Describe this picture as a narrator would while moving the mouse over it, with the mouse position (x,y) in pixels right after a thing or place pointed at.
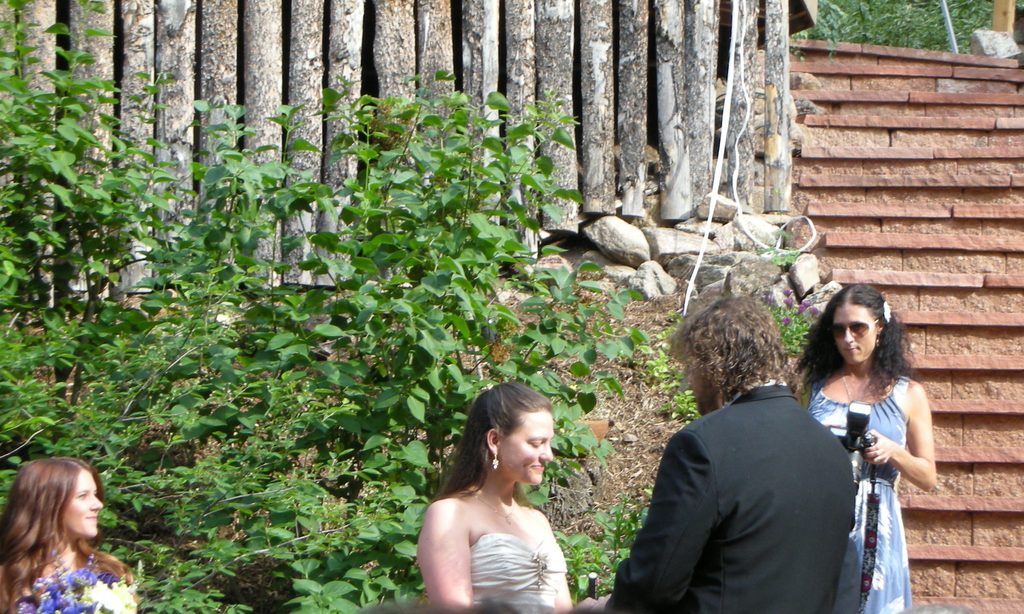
Completely an outdoor picture. There are number of plants (465,297). This are steps (941,595). This 3 persons (841,494) are standing. This woman (69,523) is carrying a flowers (99,586). This woman (861,351) is holding a camera (862,434). This woman (497,558) is smiling. This man (665,554) wore black suit (683,494).
